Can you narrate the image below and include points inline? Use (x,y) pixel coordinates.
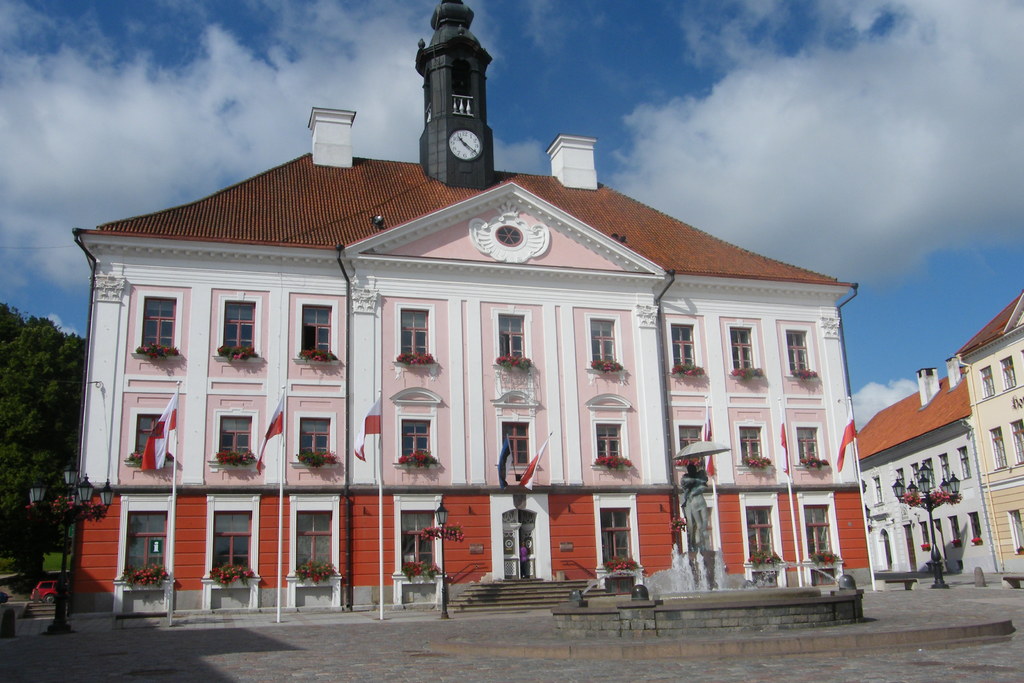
In this there are few buildings (712,406), in front of it there is a sculpture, water fountain (699,551), light poles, at the top (599,155) there is the sky (193,111), on the left side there is a tree (17,559).
